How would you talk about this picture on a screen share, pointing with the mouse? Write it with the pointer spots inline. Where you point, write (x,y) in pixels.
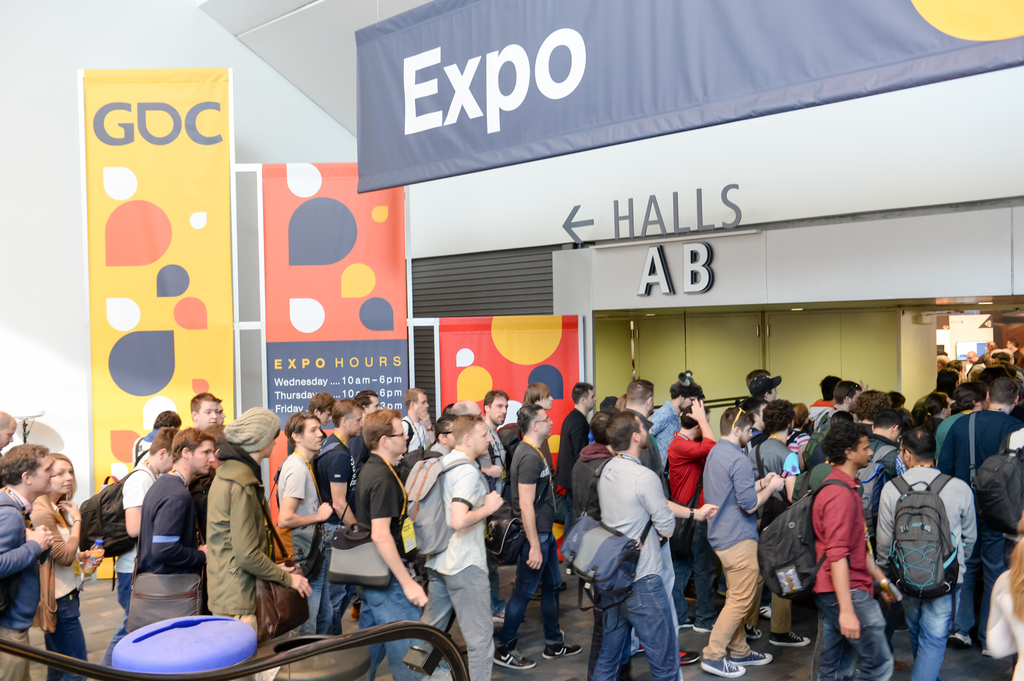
In this image at the bottom (191,502) there are a group of people (718,518) who are walking, and some of them are wearing bags (806,561). And at the bottom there is a walkway (199,666), and in the background (487,175) there are some boards (639,68), hoardings (331,313) and buildings (905,238) and some doors (772,344) and lights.
